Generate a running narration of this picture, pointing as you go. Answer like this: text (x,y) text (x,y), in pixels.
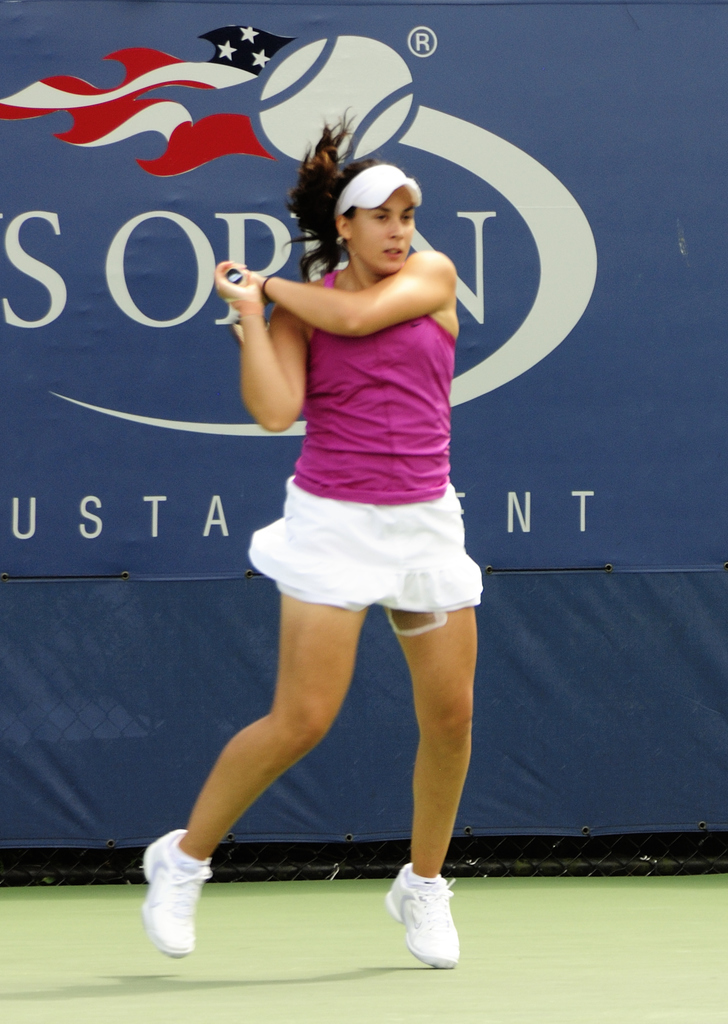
In this image, woman (408,422) is wearing a pink and white color dress (401,413). She wear a socks (185,867), shoe (172,842) and cap (367,200) on his head (353,222). She hold a racket (234,327). And she is jumping. Here we can see bottom, green color. And background (600,654), we can see a banner (520,362).
